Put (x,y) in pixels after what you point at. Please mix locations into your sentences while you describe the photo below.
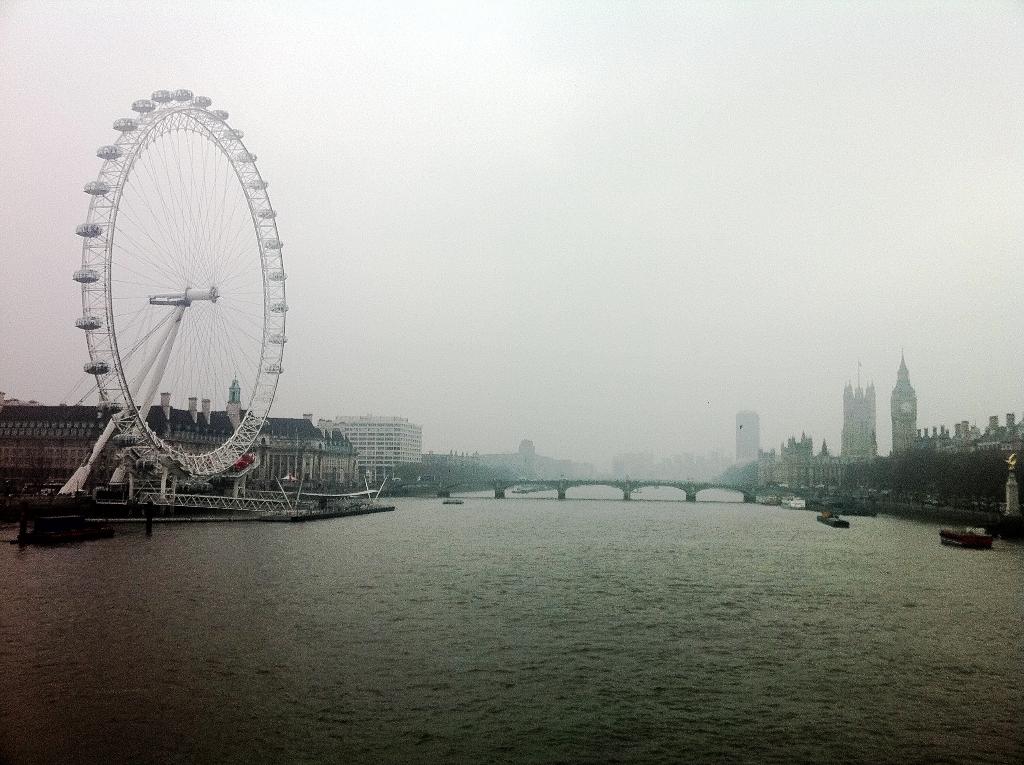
At the bottom of the image (542,526) there is water (499,499). On the water (588,491) there are boats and also there is a bridge (444,488). On the left side of the image (154,438) there is a giant wheel (181,450). Behind the giant wheel (138,111) there is a building (53,425). In the image there are buildings (999,441) and trees (928,476). At the top of the image (482,136) there is a sky (430,159).
